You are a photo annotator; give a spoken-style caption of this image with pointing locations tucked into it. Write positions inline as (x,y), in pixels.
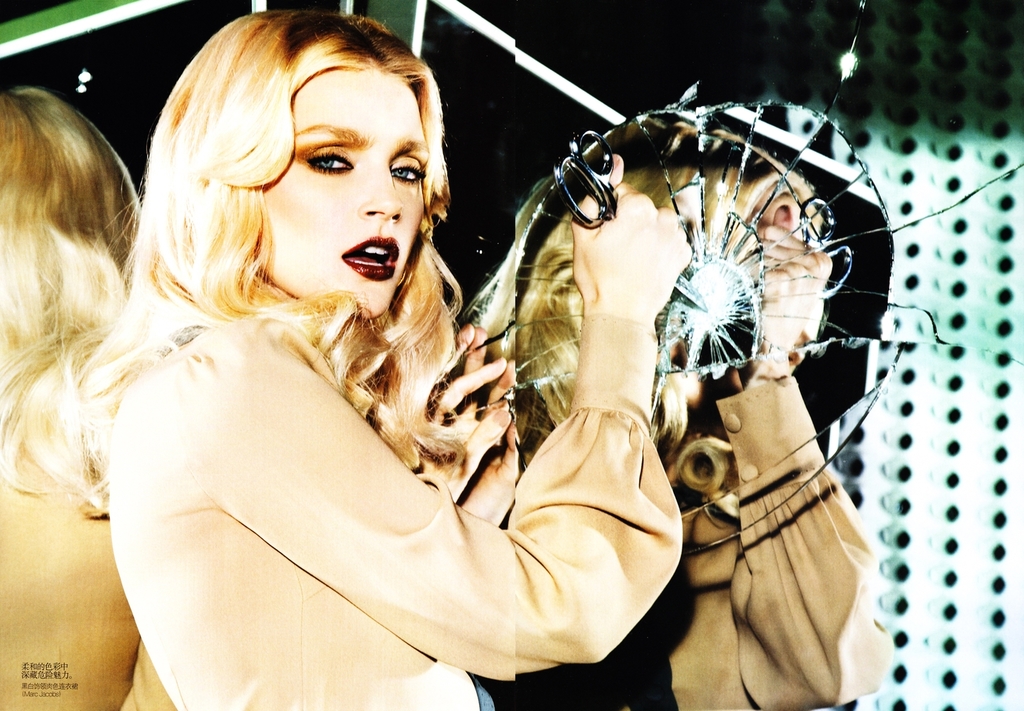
In this picture I can see a woman (413,156) holding the scissor (579,211). I can see the broken mirror (868,263) on the right side (737,343).
